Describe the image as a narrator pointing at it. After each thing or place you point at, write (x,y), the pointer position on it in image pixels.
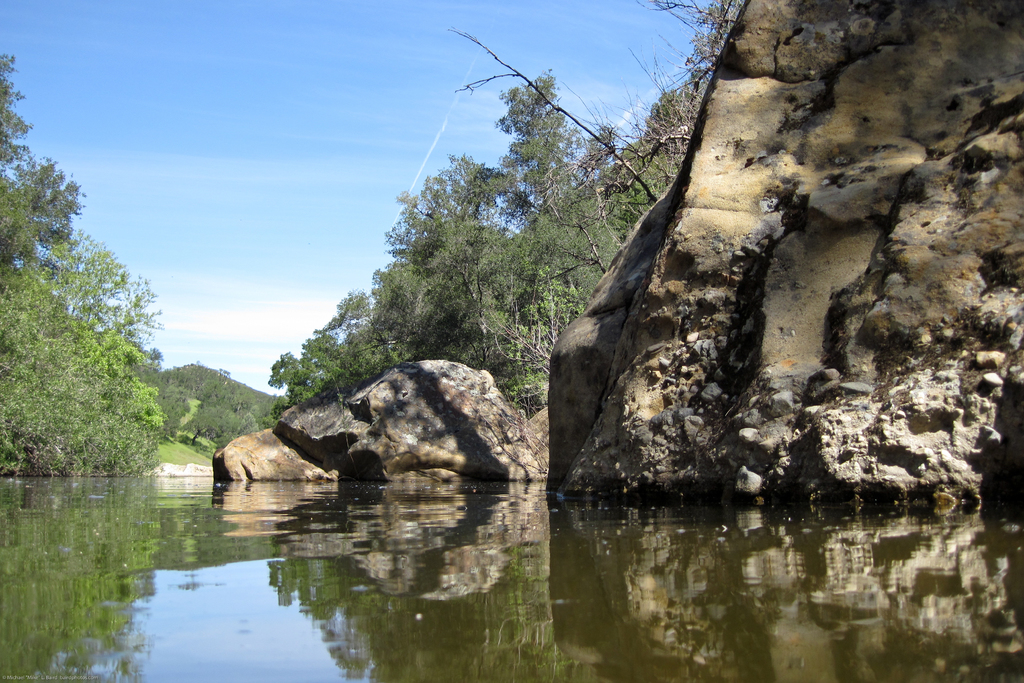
In this picture we can see water (374,611) at the bottom (370,623), there is a rock (407,472) here, we can see a hill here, there are some trees (395,301) in the background (483,272), we can see the sky (340,85) at the top of the picture (251,65).
